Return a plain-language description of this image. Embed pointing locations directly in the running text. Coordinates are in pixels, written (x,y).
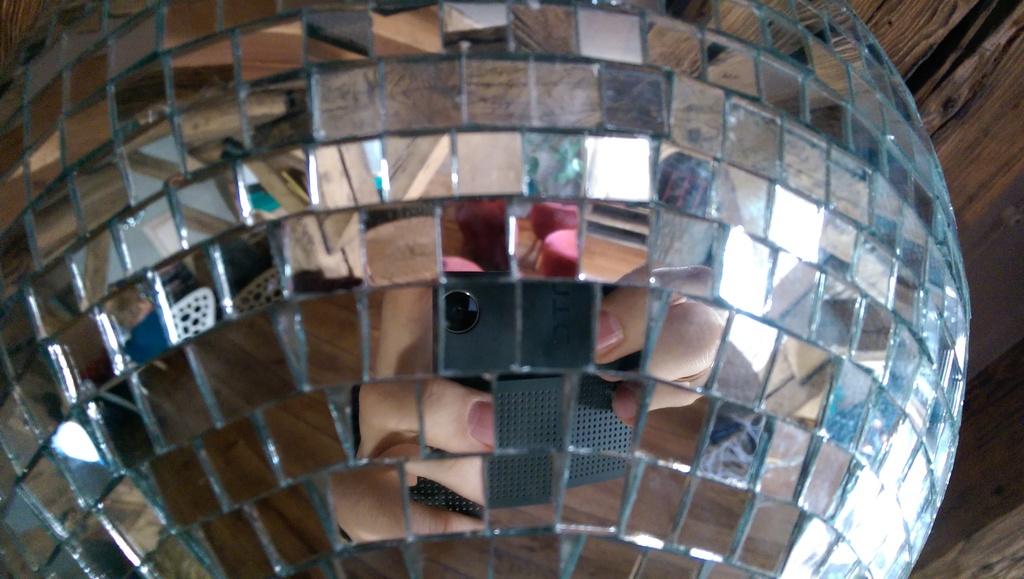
In this image we can see an object (596,334) in the spherical shape. We can see some reflections (547,401) on the glasses (547,401) of the spherical object (629,442). There is a wooden object (1020,206) at the right side of the image (1004,218).
